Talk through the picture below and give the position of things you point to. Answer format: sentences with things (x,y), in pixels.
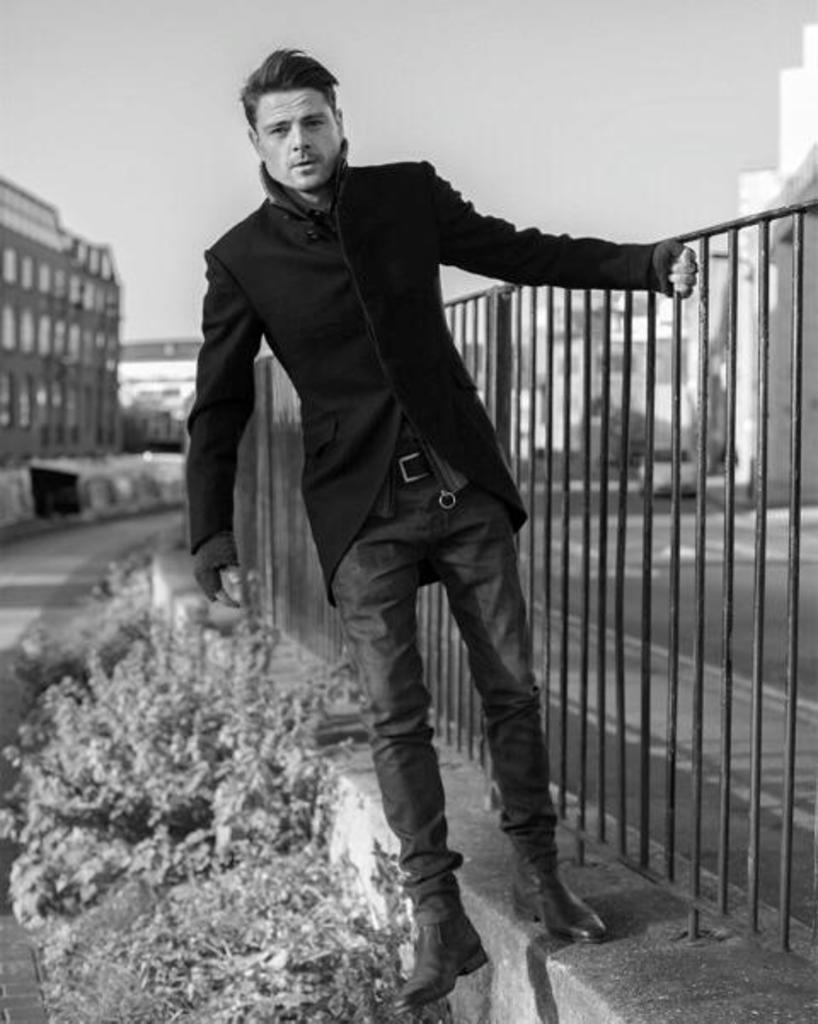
In this picture we can see a man (252,353) standing on the path (620,896). There are some plants (59,617) on the path (17,659). We can see a few buildings (76,282) in the background (91,284).
